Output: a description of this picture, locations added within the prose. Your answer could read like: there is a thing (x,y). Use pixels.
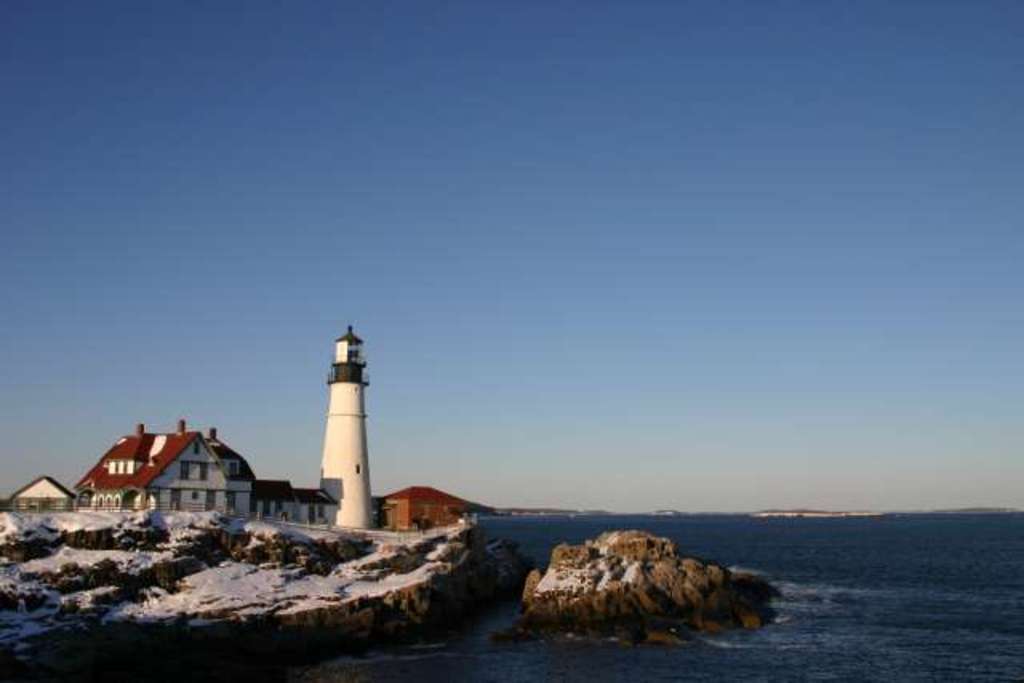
In the foreground of this image (691,630), there is water (893,625) and the rocks (453,574). In the background (282,509), there is a lighthouse (345,499), few houses (311,503) and the railing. There is the sky (421,172) on the top (350,178).
